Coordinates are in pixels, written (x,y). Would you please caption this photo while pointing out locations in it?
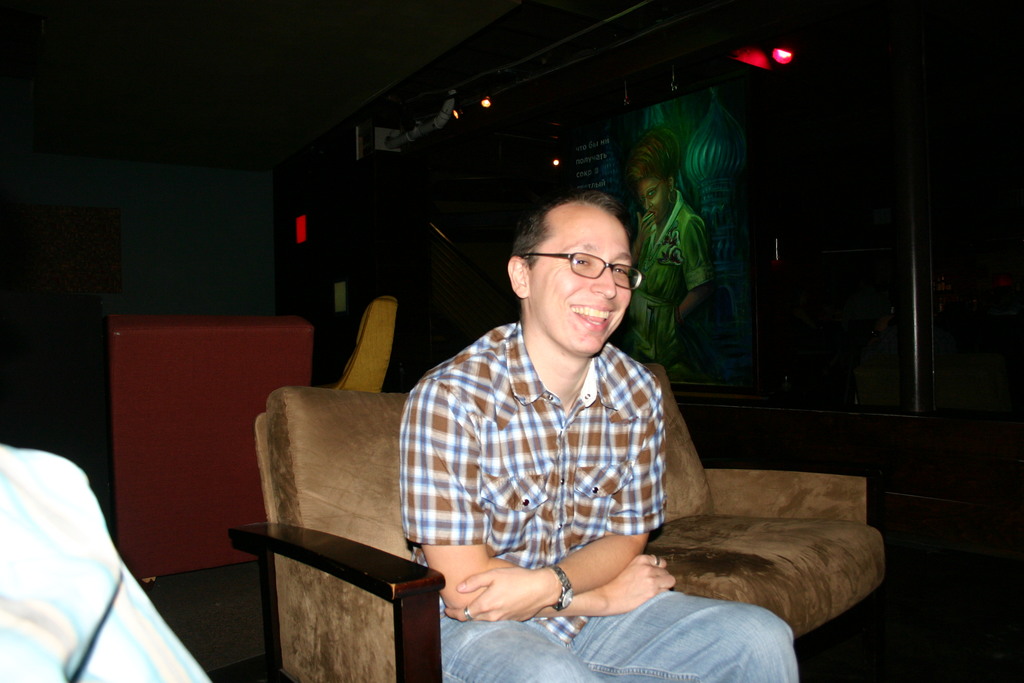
This image consists of a man (467,539) sitting in a sofa (267,544). He is wearing a blue jeans (700,615). In the background (616,168), we can see a painting (575,158). And the background (890,183) is dark. At the bottom (232,658), there is a floor (248,662).
